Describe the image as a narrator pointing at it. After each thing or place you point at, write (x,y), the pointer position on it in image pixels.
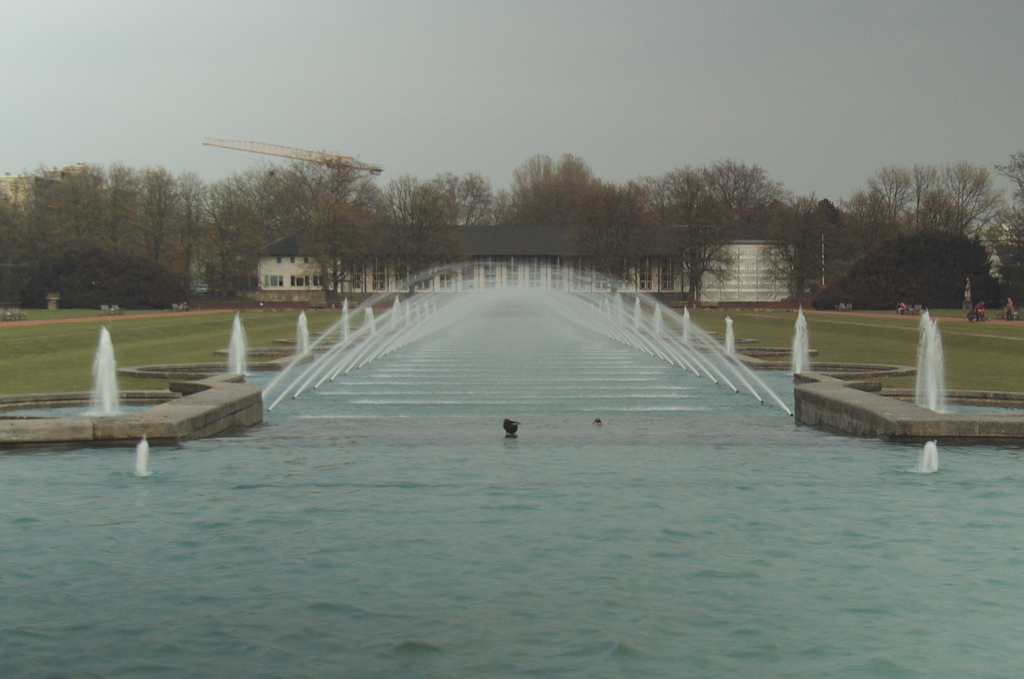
This image consists of water (519,498). At the bottom (495,457), there is water (446,453). In the front (449,337), there is fountain (224,404). In the background (741,205), there is a building (576,250) along with many trees (505,208). At the top (393,35), there is sky (680,141). And we can see green grass (123,363) on the ground (50,352).
